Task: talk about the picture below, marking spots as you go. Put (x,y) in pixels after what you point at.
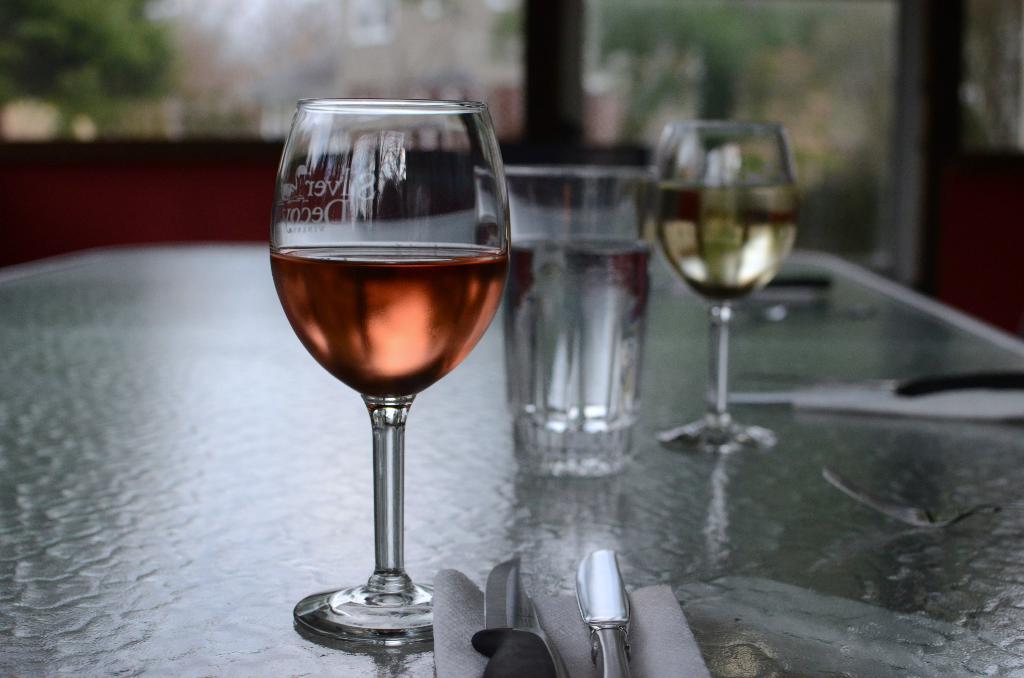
In the image we can see there are wine glasses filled with wine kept on the table (546,480) and there are knives (495,627) kept on the table (717,641).
